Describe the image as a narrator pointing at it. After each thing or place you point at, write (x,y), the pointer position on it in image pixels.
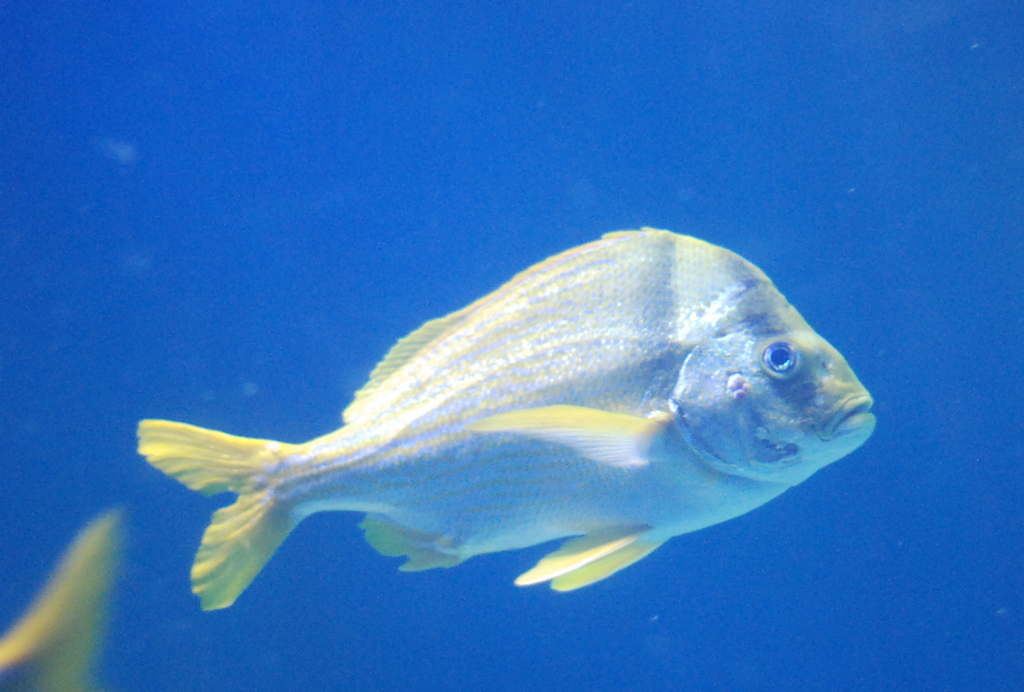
In this image we can see a fish (556,377) in the water (274,388).
